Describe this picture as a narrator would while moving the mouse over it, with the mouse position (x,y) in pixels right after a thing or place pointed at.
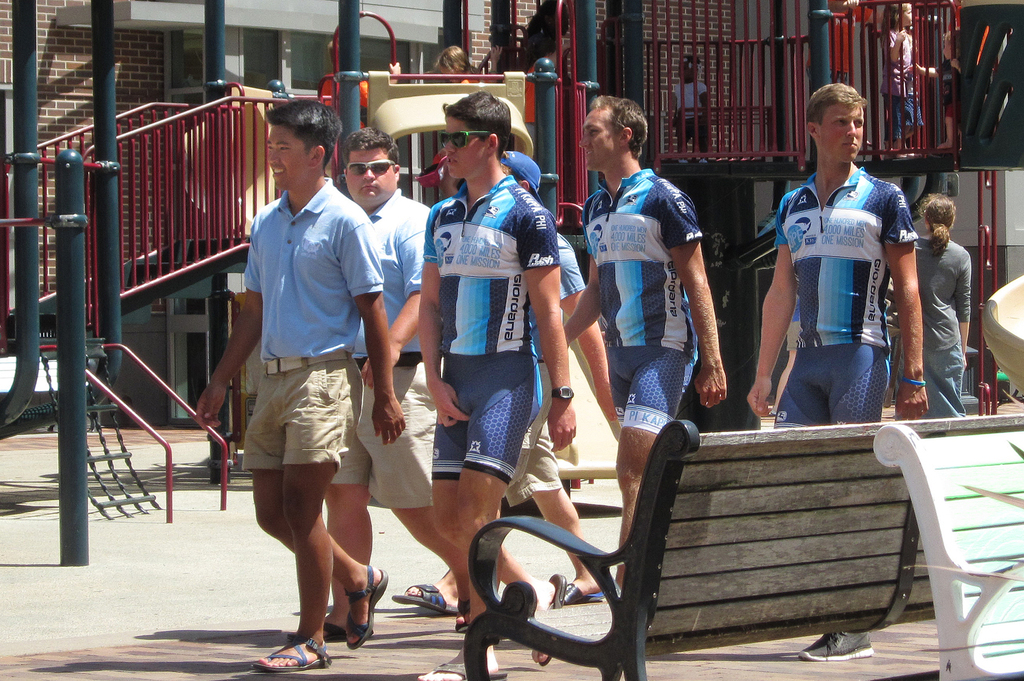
In this image we can see there are few people (552,443) walking and a few people (952,66) standing on the ground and there are stairs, fence (213,116), rods (119,241), benches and railing (227,108). At the back (169,23) we can see the building (177,58) with windows (313,48).
